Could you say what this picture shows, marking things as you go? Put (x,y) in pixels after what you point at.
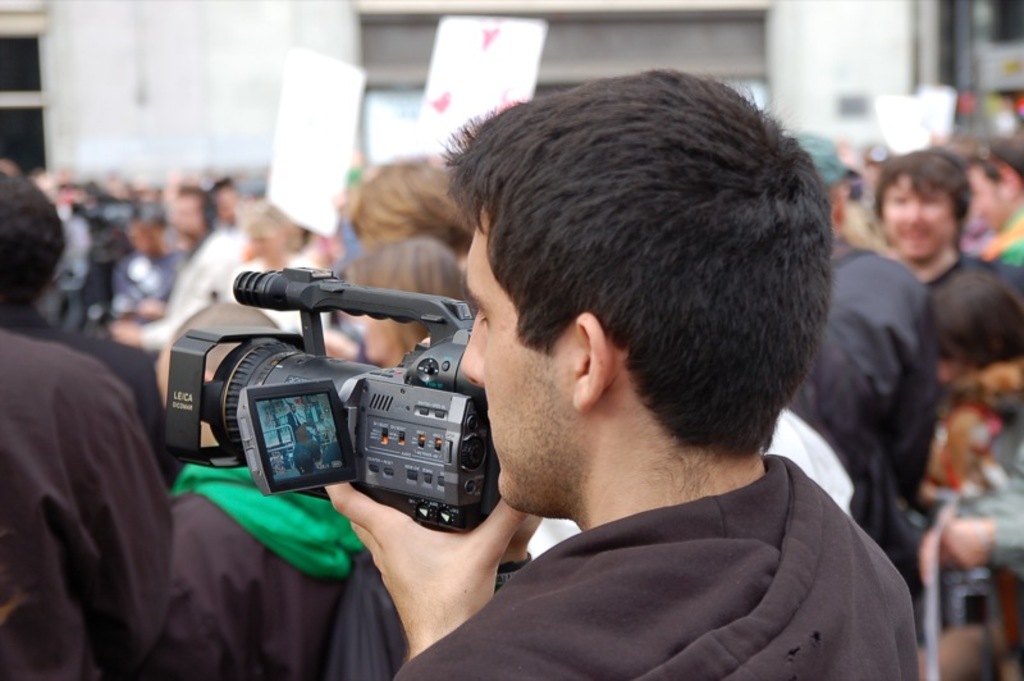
In this picture in the foreground (516,302) I can see a man (379,535) holding a camera (281,387) and in the background (151,290) there are group of persons (954,180), at the top (830,4) I can see the building wall (910,4).
